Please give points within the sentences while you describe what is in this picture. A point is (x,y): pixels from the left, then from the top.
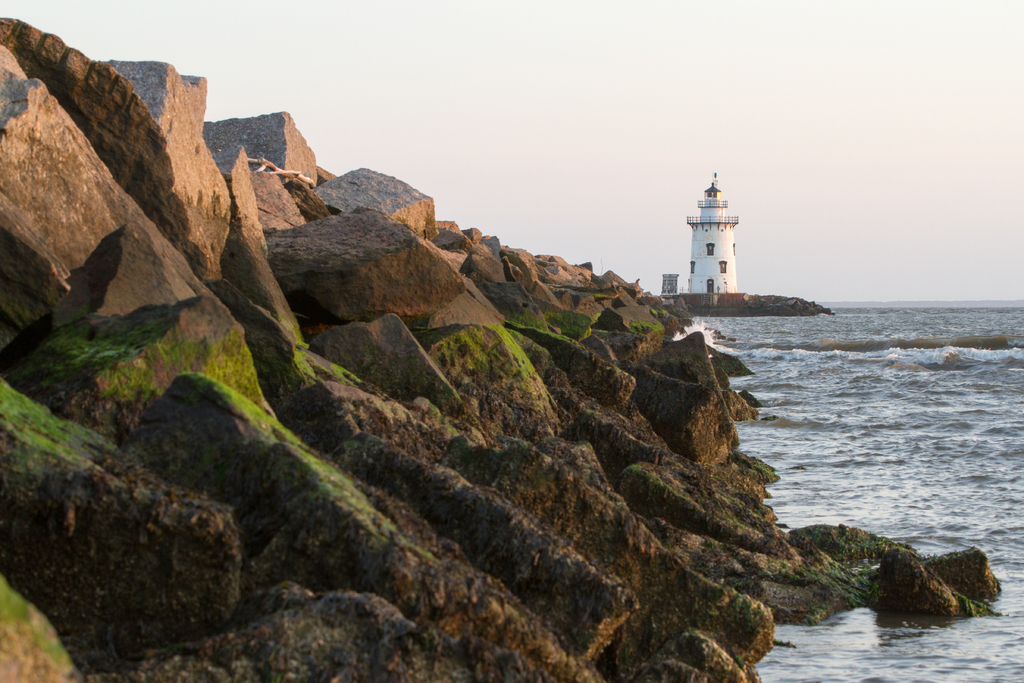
In this image we can see ocean rocks (487,444), water (832,371) and in the background of the image (729,273) there is light house (698,236) and clear sky (583,56).
